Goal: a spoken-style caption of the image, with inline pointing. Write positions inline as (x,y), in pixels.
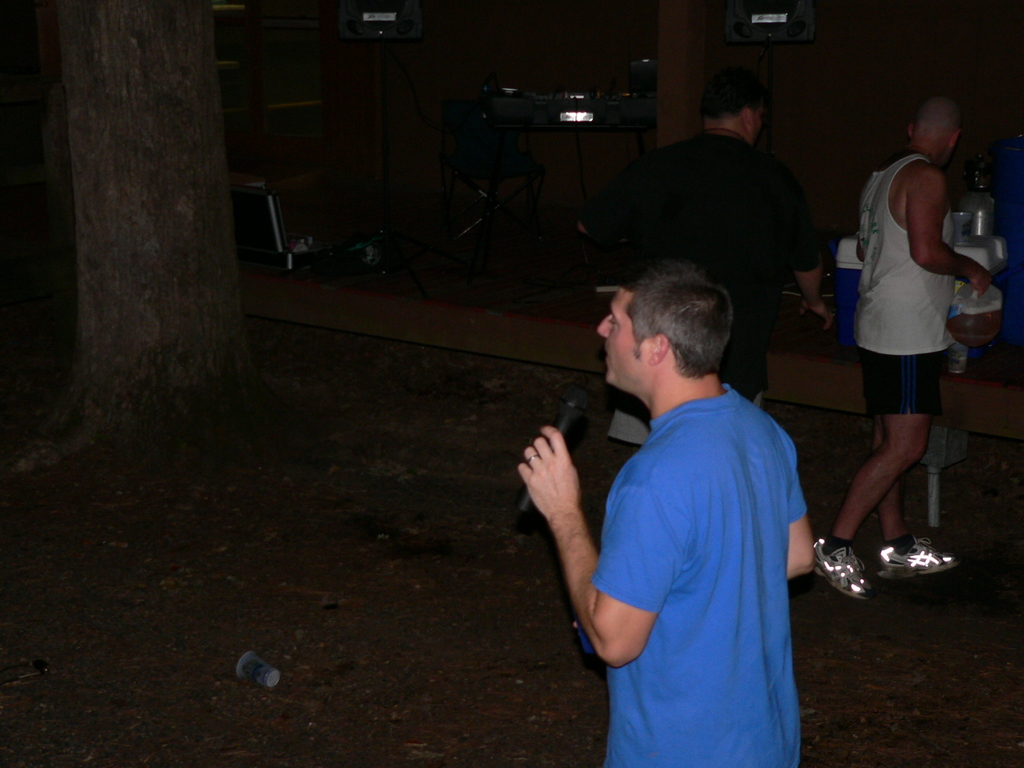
In this image I see 3 men (816,276) in which this man (715,699) is wearing blue color t-shirt (735,535) and I see that he is holding a mic (576,425) and I see the ground (353,353) and I see a chair (495,147) over here and I see a tree (197,322) and I see few equipment (731,33) in the background (483,99) and I see that it is a bit dark over here.
